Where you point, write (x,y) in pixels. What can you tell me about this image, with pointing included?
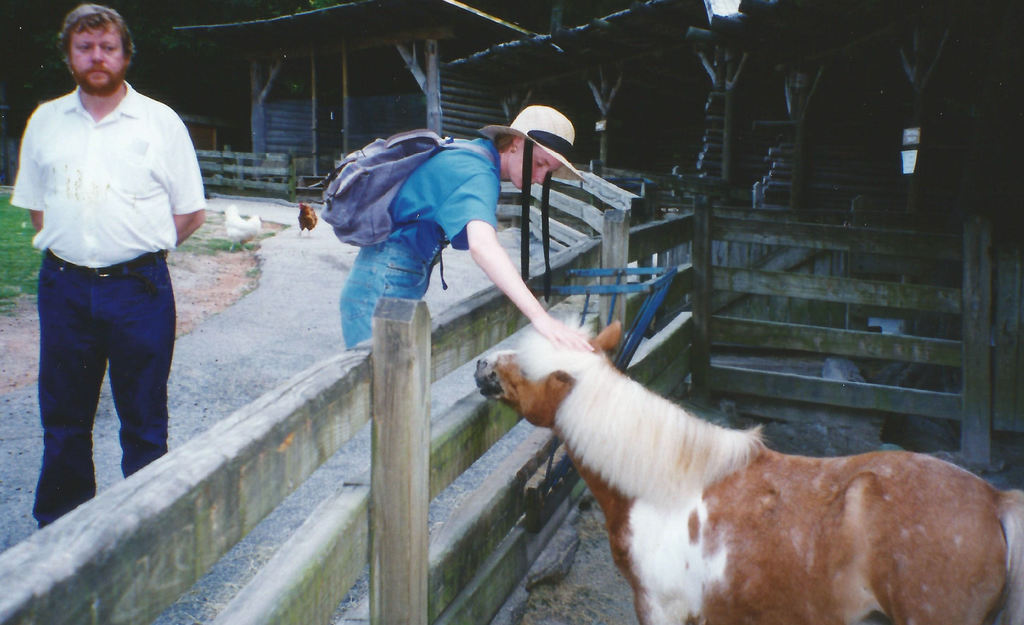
In this picture I can see there is a woman (539,105) wearing a cap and a bag (366,180). There is a horse (814,477) at right side (833,486) and there is a wooden fence (445,431) around it. There is a man (158,303) standing at the left side (161,316), there are hens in the backdrop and there are wooden houses (576,63) at the right side (778,44).
